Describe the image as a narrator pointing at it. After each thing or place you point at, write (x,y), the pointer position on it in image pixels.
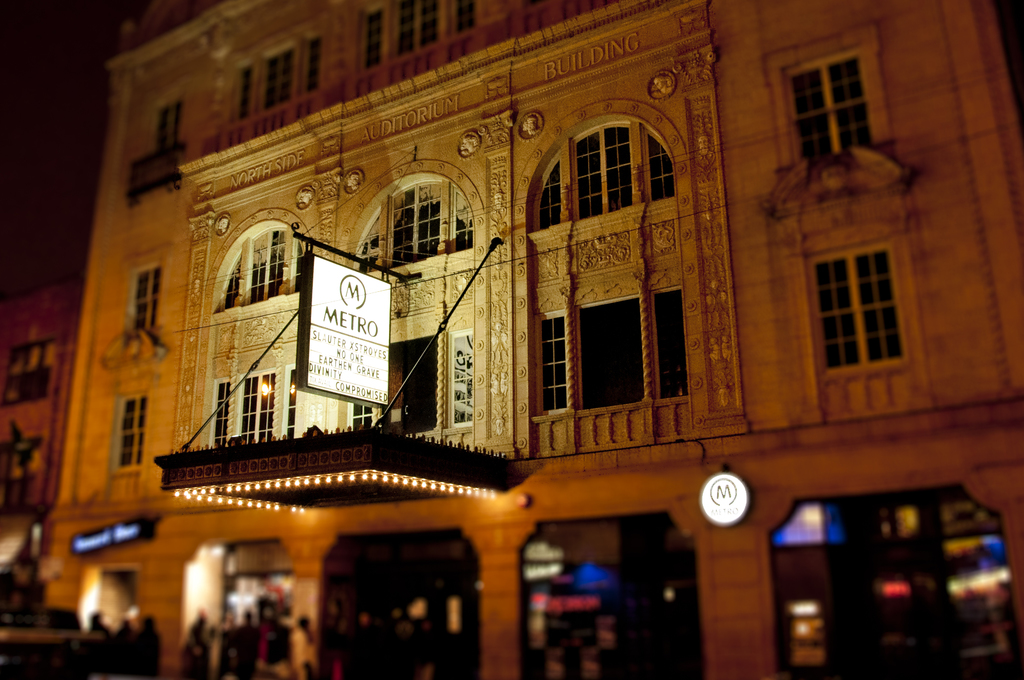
In this picture we can see the yellow building (395,280) in the front (361,345). In the front (362,328) bottom side there are some shop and naming board (343,330) on white "Metro" is written.
